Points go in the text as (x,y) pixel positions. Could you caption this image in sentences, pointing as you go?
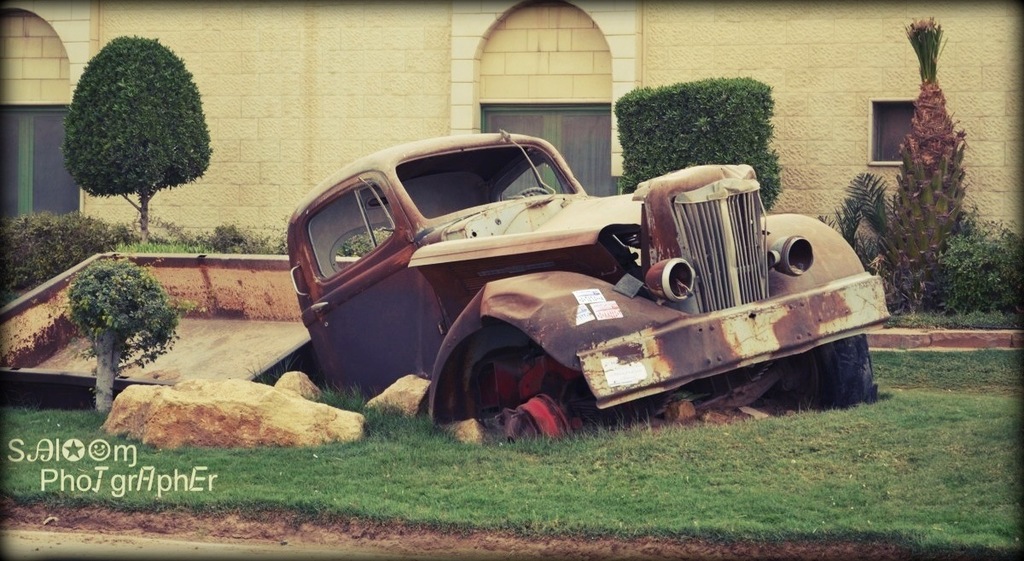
In the center of the image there is a truck (466,161). In the background of the image (286,193) there is a wall (281,131). There are plants (143,196). In the bottom of the image (761,468) there is grass (507,485).
